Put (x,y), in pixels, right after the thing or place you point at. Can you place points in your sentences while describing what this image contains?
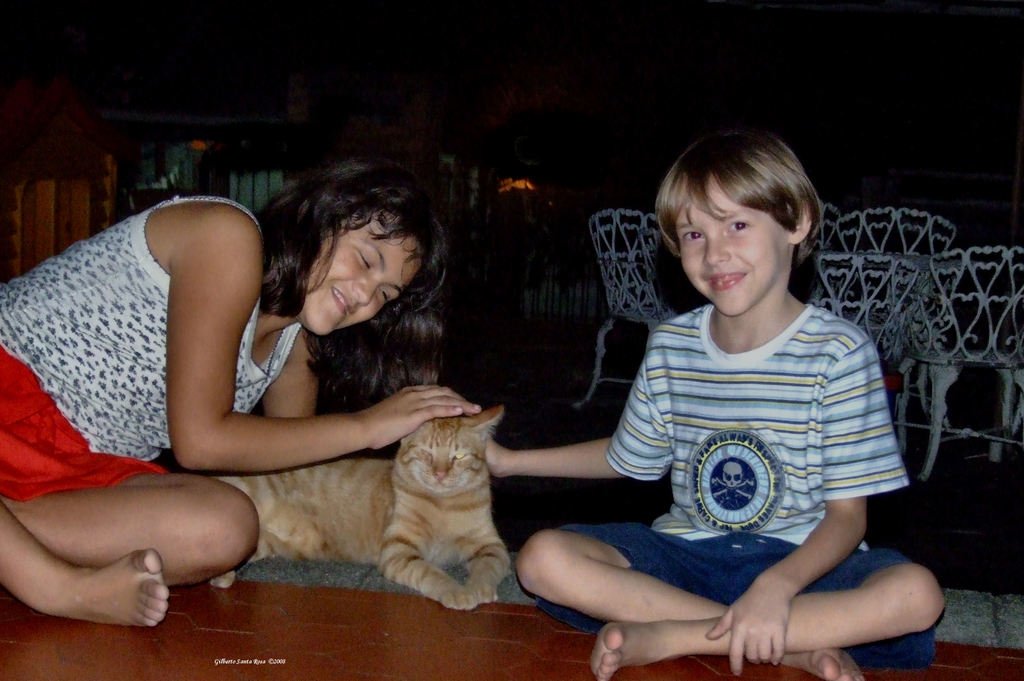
In the middle of the image (492,416) there is a cat (465,453). Bottom left side of the image (280,463) a girl (243,270) is sitting on the floor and smiling and holding a cat (464,434). Bottom right side of the image (769,512) a boy (734,312) is sitting on the floor (528,627) and smiling and holding a cat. Behind him there are few chairs (993,300).
